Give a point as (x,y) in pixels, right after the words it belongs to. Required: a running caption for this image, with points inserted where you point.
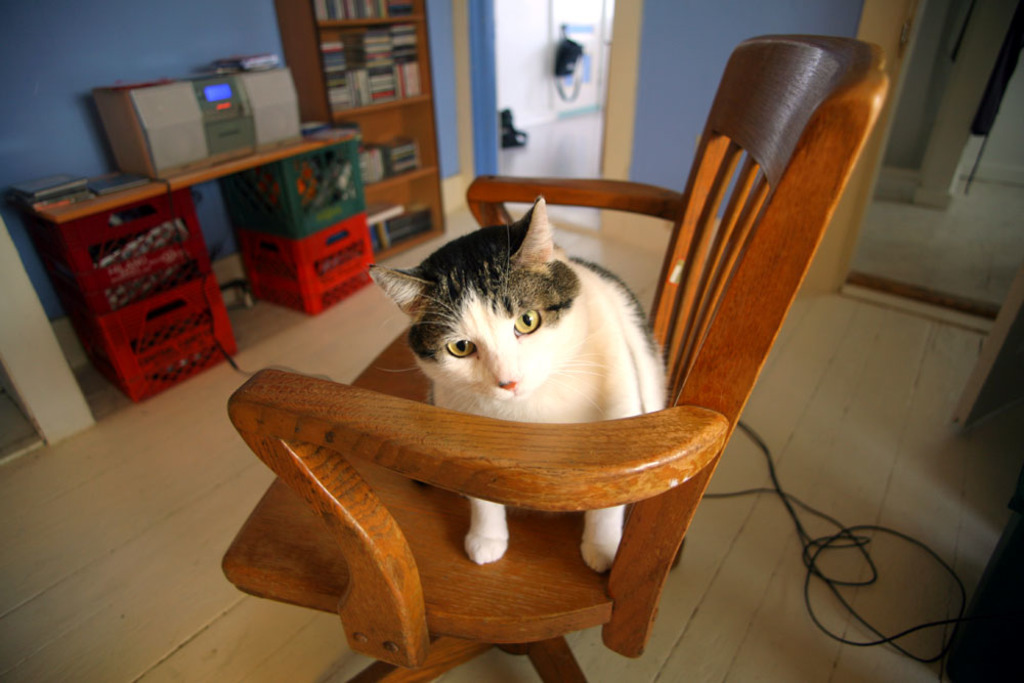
On the background (682,20) we can see a wall (696,35) and books (382,80) arranged in a rack (421,164). On the table (287,151) we can see a radio (159,143) and books (44,193). this is a floor (136,524). On the floor (161,512) we can see wire (807,586). Here on a wooden chair (326,512) we can see a cat (609,332) sitting on it. This is other room (984,166).
